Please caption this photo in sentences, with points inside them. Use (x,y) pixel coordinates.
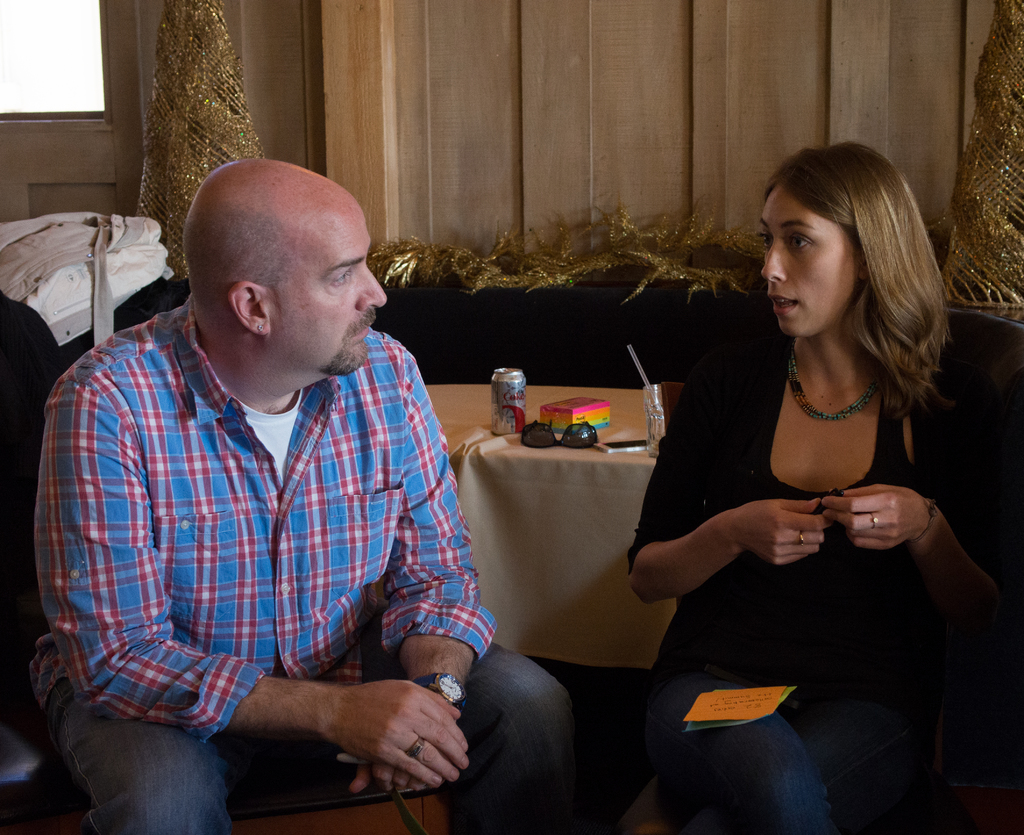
In front of the image there is a man (369,523) and a woman (752,592) sitting in chairs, there are stickies (762,709) on the woman's lap (661,736), behind them there are some objects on the table (457,437), behind the table (457,437) there is a wooden wall (421,220) with wooden door (135,128). The wall (278,77) is decorated with some objects (643,255).
